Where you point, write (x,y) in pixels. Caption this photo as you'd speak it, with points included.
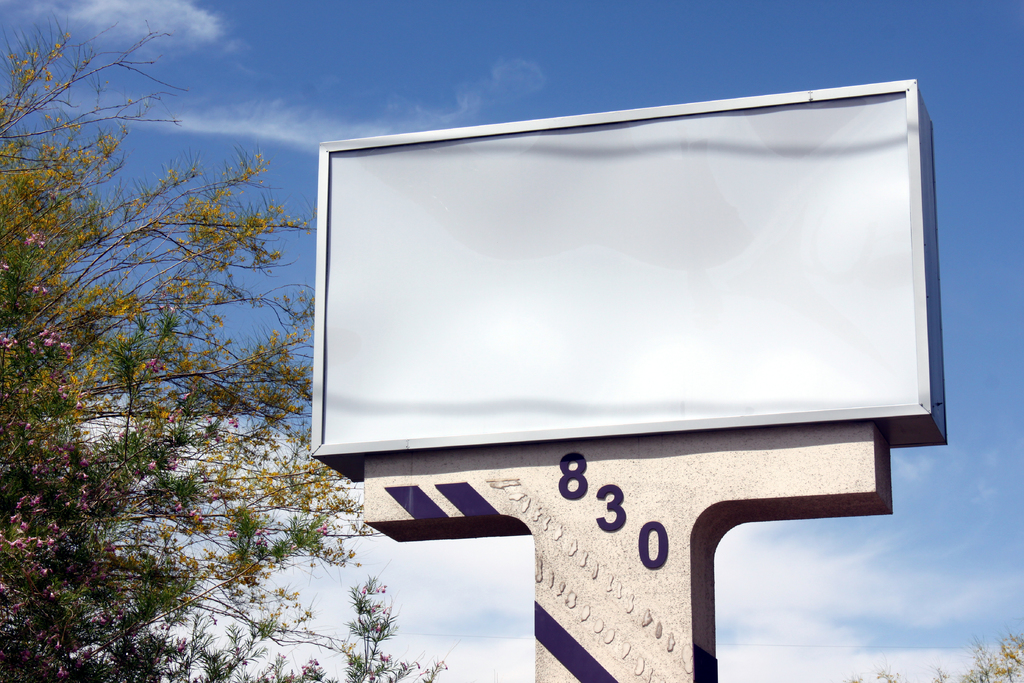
At the bottom of the picture (583,561), we see a pole (661,612) and a board (532,249) in white color. On the left side (165,398), we see a tree (88,496) which has pink flowers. In the background (550,115), we see the sky (900,470), which is blue in color.
